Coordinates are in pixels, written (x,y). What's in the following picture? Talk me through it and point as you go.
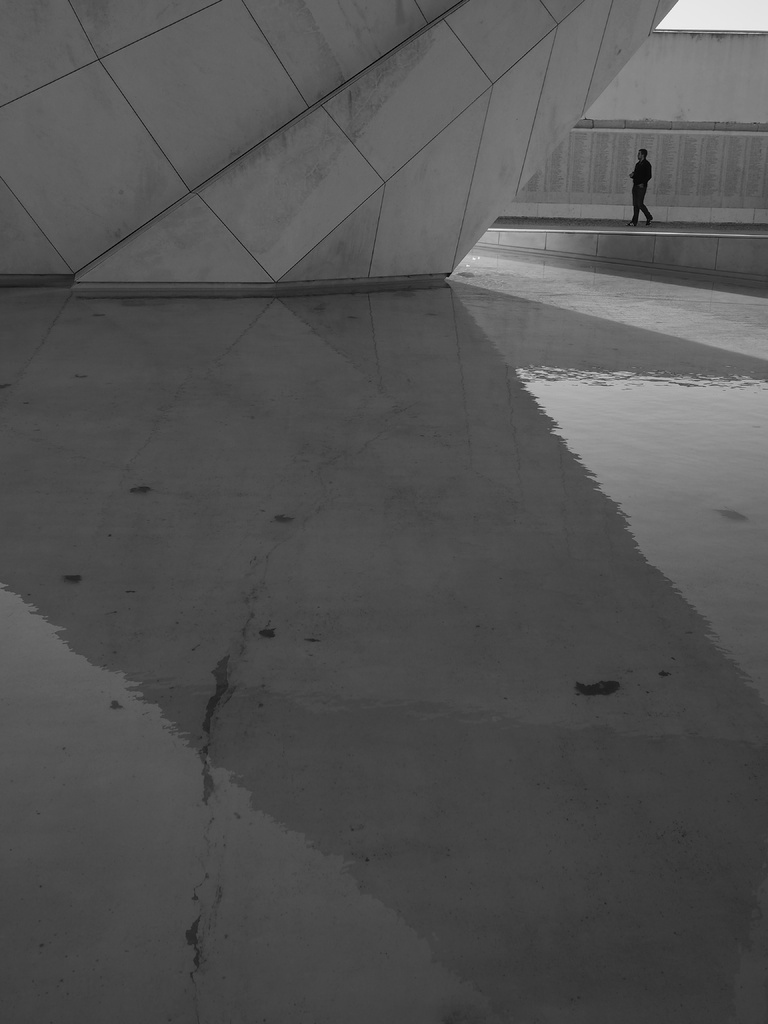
This image there is a person (648,176) walking on the floor (724,233). Behind him there is a wall (566,186). There is some water (246,626) on the floor (226,379). Top of image (219,159) there is wall (170,159).
